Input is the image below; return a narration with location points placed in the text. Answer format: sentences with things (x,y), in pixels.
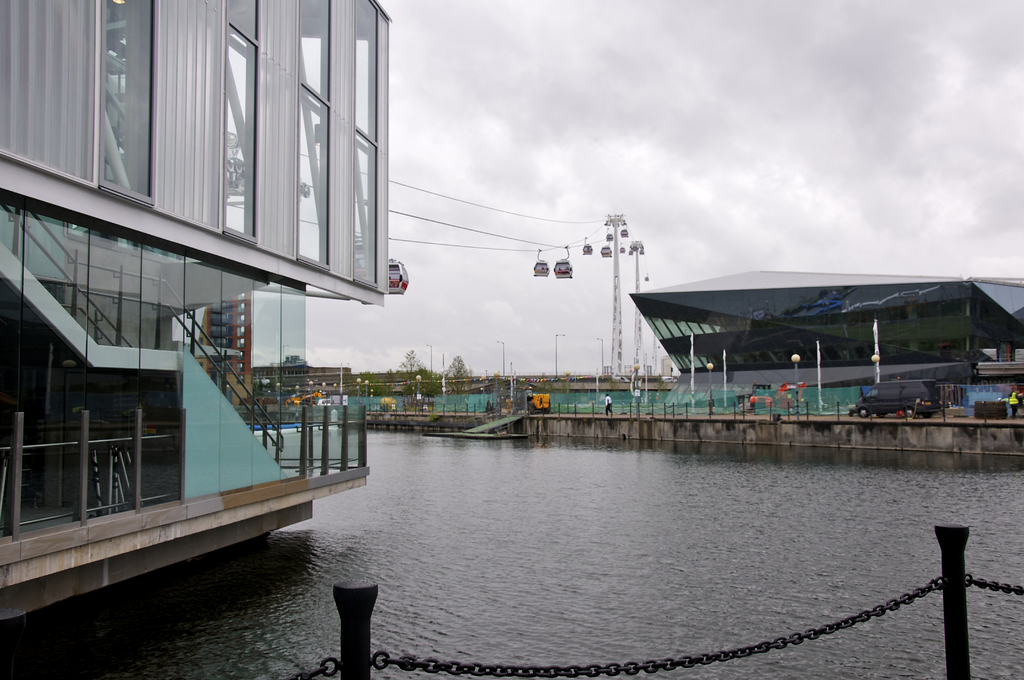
In this image we can see some buildings (290,354), grills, windows (129,393), there is a chain (788,640), rods (512,366), fencing (526,409), also we can see vehicle (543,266), and few people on the road (542,415), there is a sign board (418,396), plants (380,387), trees (424,379), and also we can see the river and the sky (672,148).
